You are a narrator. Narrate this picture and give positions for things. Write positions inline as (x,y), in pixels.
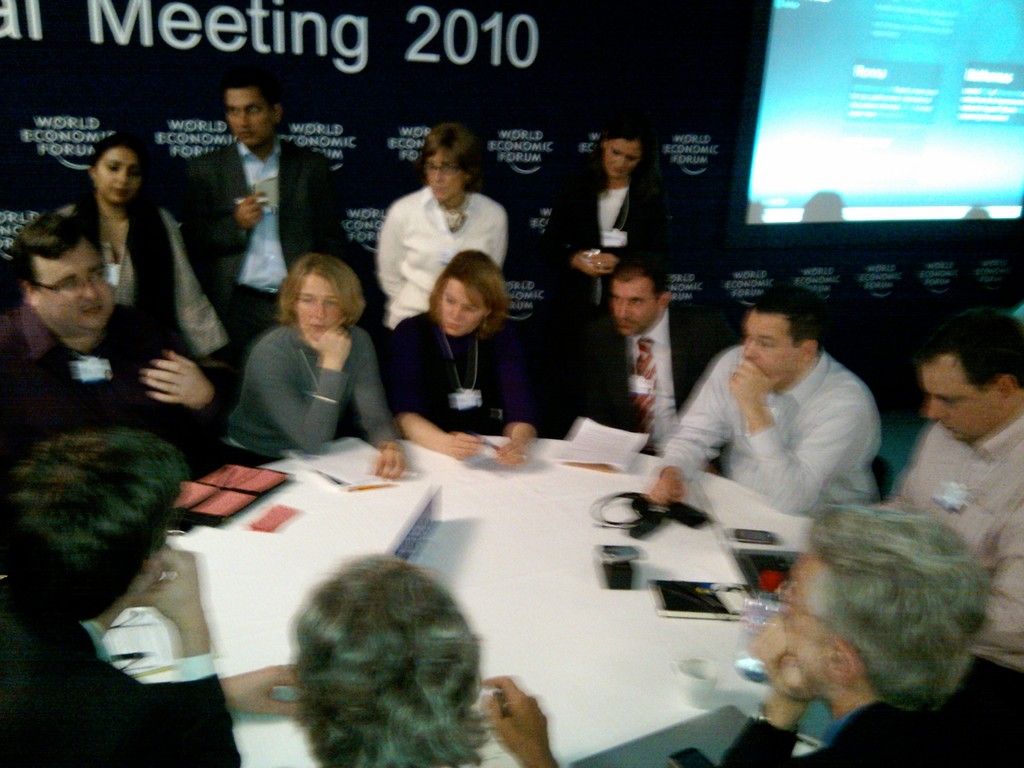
In this image there is a group of people (702,415) sitting in chairs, in front of them on the table (405,487) there are some objects (770,561), behind them there are a few people (575,220) standing, behind them there is a screen (767,106) and a banner (403,152).
